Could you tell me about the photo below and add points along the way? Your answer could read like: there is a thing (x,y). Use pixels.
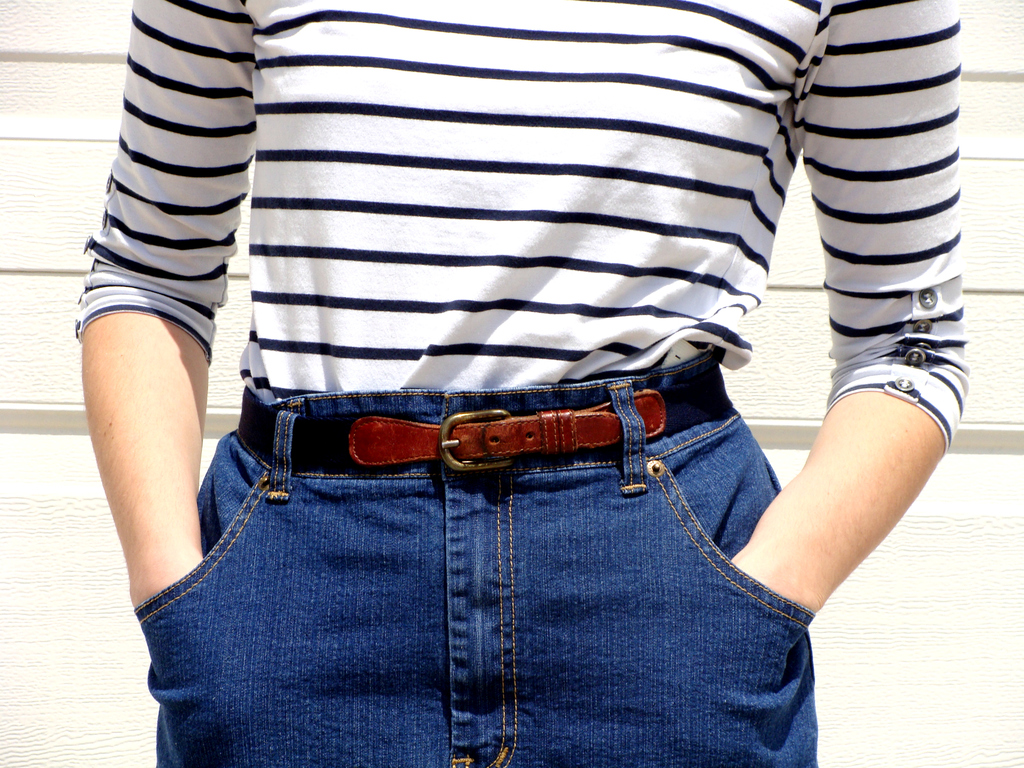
In this picture there is a person (612,154) wearing white t-shirt (630,129) and blue jeans (272,521), behind him it is wall (972,251).
